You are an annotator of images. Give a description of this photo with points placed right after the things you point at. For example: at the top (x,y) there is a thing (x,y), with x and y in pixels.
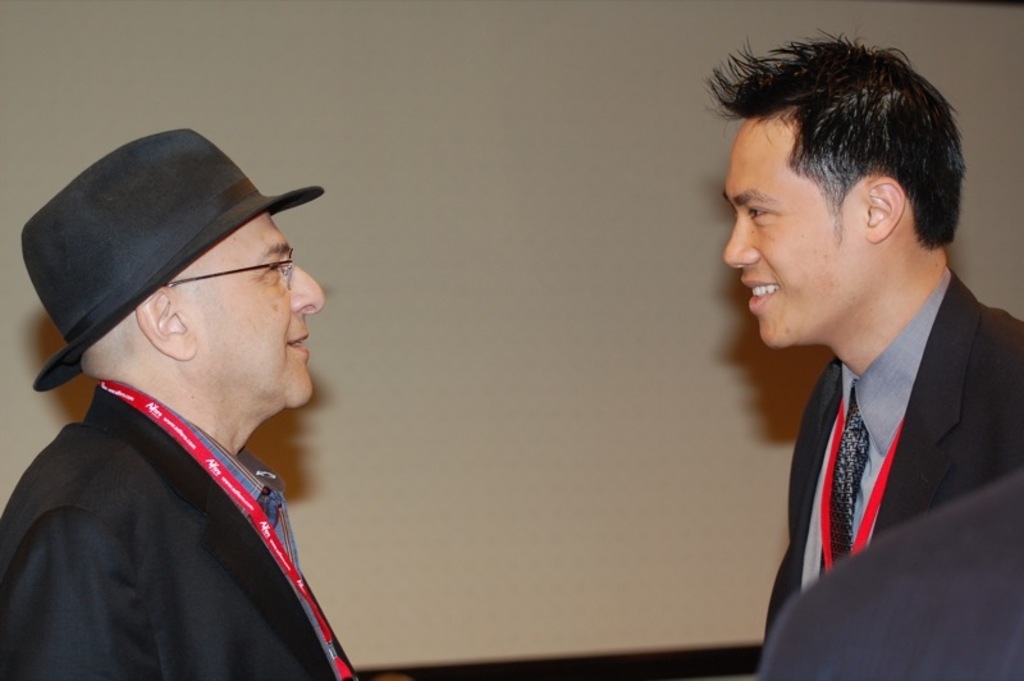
In this image we can see two persons (79,460) and the person (42,459) on the left (119,506) is wearing a hat (193,227). Behind the persons (977,424) we can see a wall (439,302). In the bottom right (839,611) we can see a black object (928,578).
